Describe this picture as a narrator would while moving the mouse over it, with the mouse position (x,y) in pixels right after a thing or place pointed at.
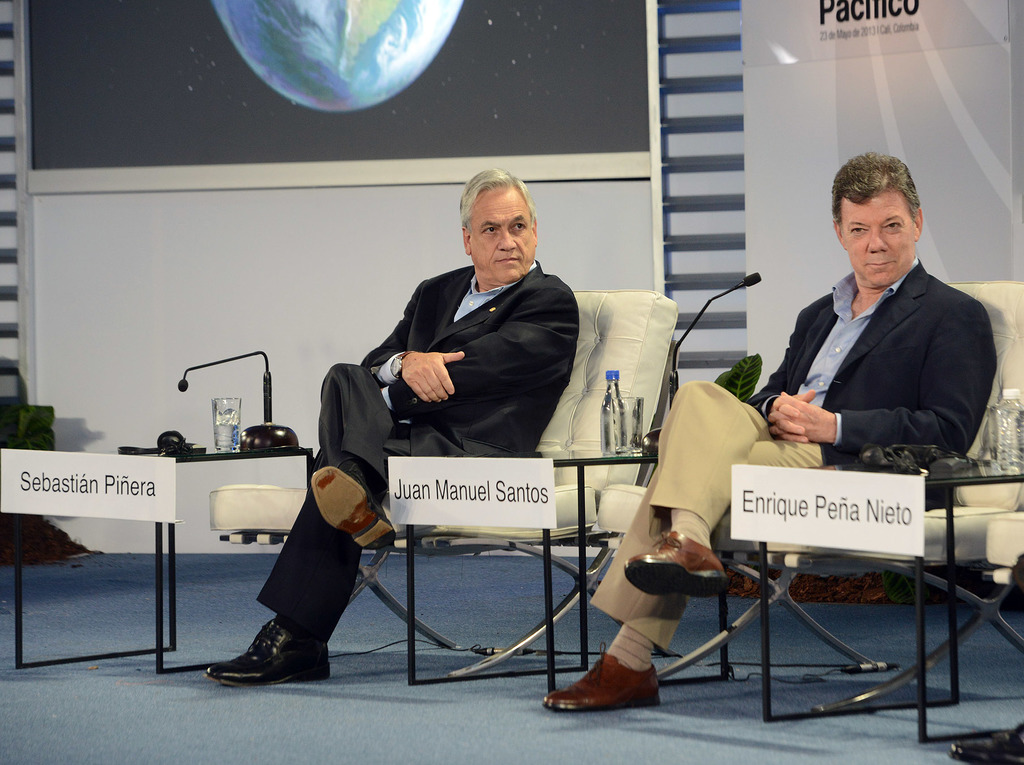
In this image there are two persons (899,248) sitting on the chair (560,474), there is a water bottle (614,432) on the table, there is a microphone (224,361) on the table (180,461), there is a glass (225,443) on the table (173,638), there are objects (170,446) on the table (162,617), there is text (78,486) on the board (92,478), there is a screen (267,95) truncated, there is a wall (219,275) behind the person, there is a board (843,36) truncated towards the right of the image (956,19), there is a water bottle (1012,439) truncated towards the right of the image (1016,414), there is a shoe (991,743) truncated towards the right of the image (976,743).
